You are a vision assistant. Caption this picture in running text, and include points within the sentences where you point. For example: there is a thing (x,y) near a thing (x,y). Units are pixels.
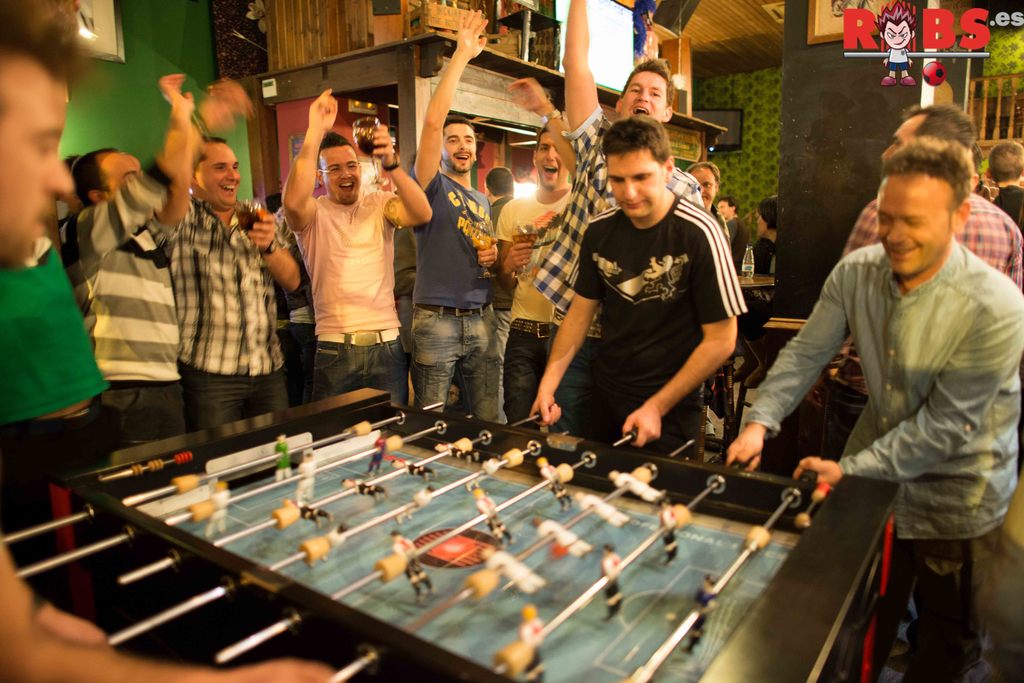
This picture shows few people (587,196) standing and a group of them (926,473) playing table football (420,628) and we see smile on their faces (929,203) and water bottle (752,258) on the table (769,285) and we see a man (330,184) wore spectacles (355,165) on his face (349,178) and few of them holding glasses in their hands (480,256) and we see few people (1011,171) on the back (772,240) and we see a photo frame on the wall (790,152).
